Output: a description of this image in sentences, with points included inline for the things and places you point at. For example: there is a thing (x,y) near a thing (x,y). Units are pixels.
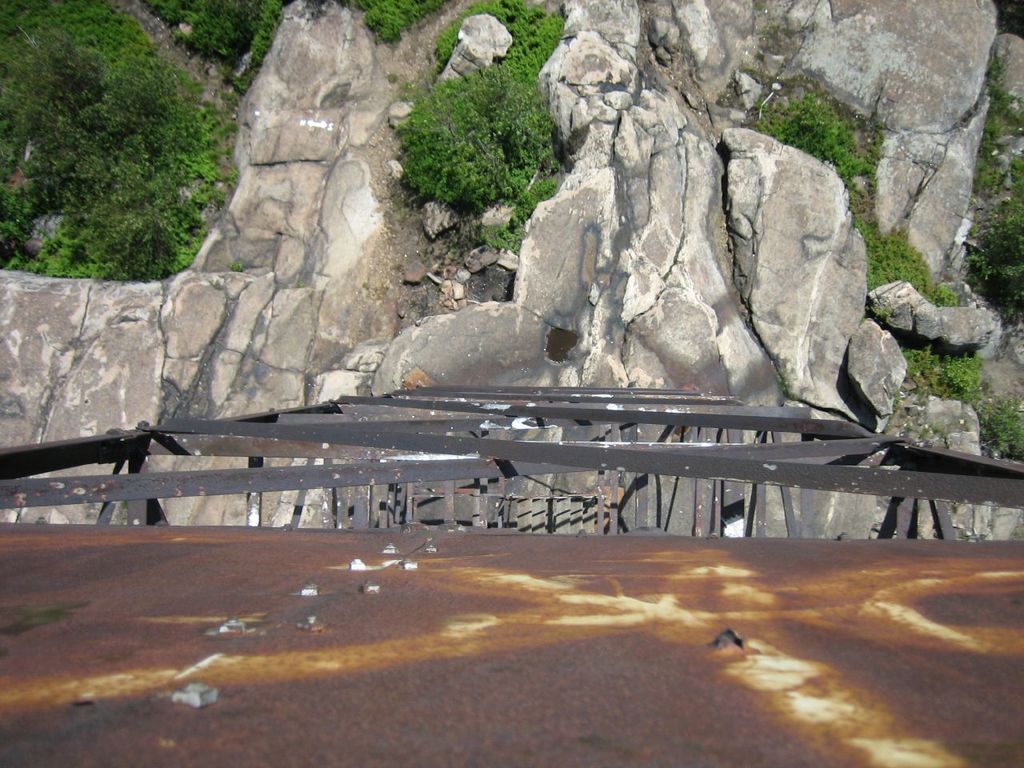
In this image, we can see the metallic surface (484,606) and some metal rods (409,500). We can also see some rock hills (255,89) and trees (196,235).
